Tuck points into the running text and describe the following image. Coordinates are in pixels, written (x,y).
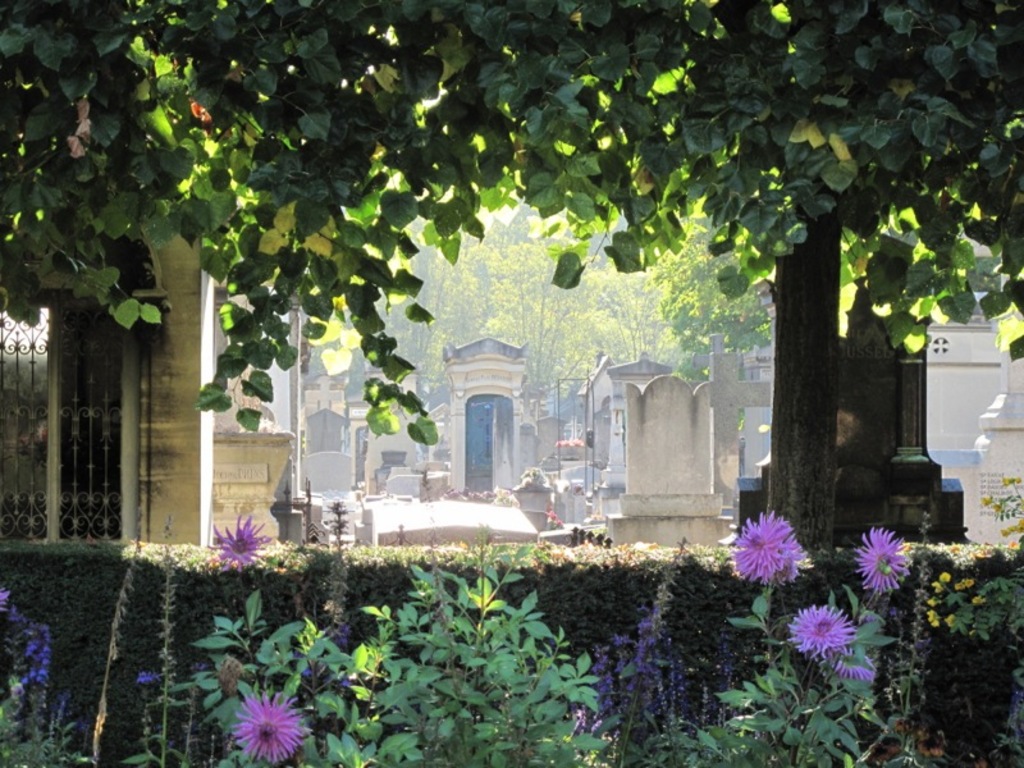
In this picture we can see few flowers (550,510), shrubs (527,674), trees (632,236) and buildings (973,437).
